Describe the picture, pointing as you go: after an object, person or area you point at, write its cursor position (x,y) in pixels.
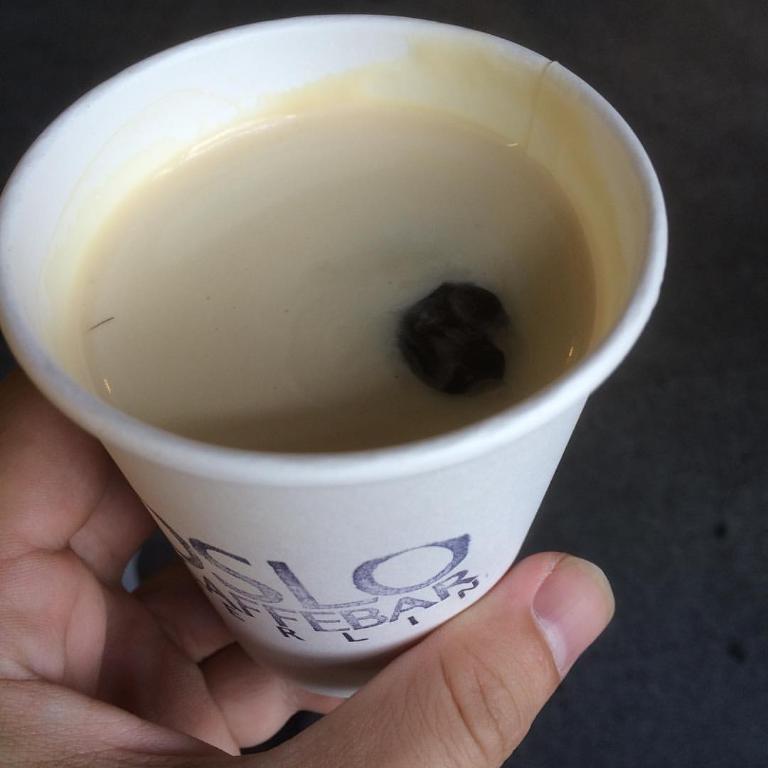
In this picture we can see a person's hand (126,669), there is a cup of drink (359,529) present in this hand (123,658).
